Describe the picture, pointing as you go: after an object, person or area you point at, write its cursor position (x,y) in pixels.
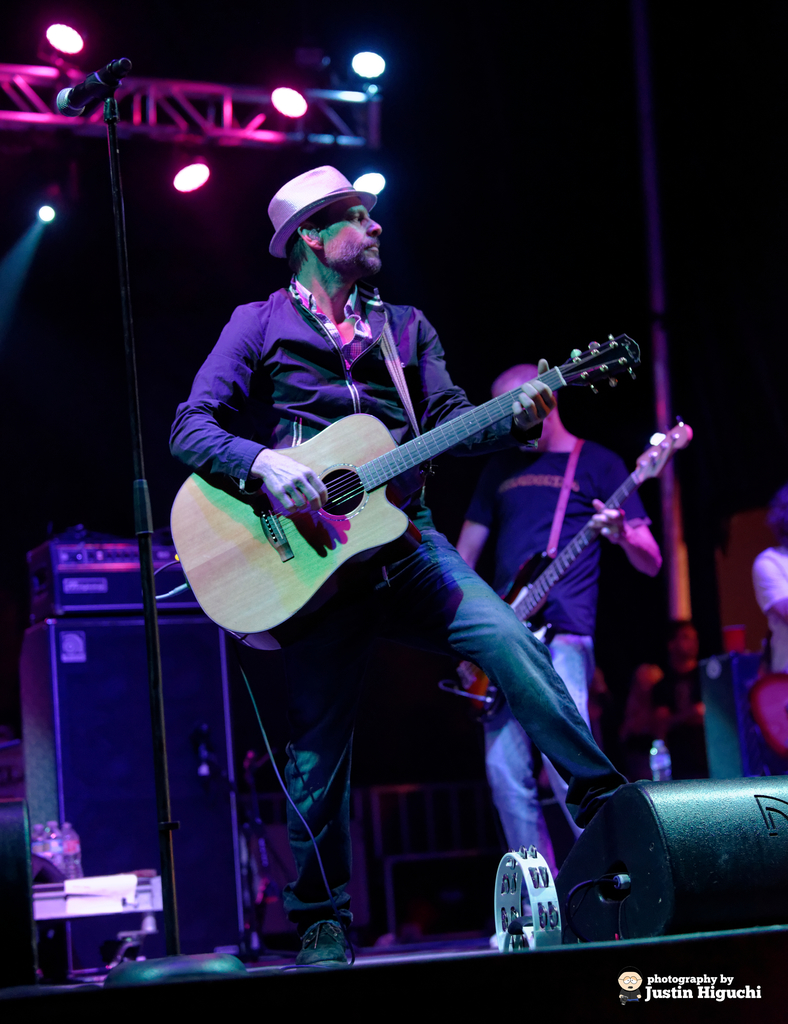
There are group of musicians (544,403) standing in this image. The person (294,383) in the center (335,522) is standing and holding a musical instrument (385,482) in his hand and is also wearing a hat (322,185) doing performance at the stage (462,967). At the left side (76,101) there is a mic (99,96) and black colour stand (150,527). In the background (561,542) person (519,522) standing is holding musical instrument (564,571) in his hand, there are spotlights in the background (90,745), and speakers (118,702).
